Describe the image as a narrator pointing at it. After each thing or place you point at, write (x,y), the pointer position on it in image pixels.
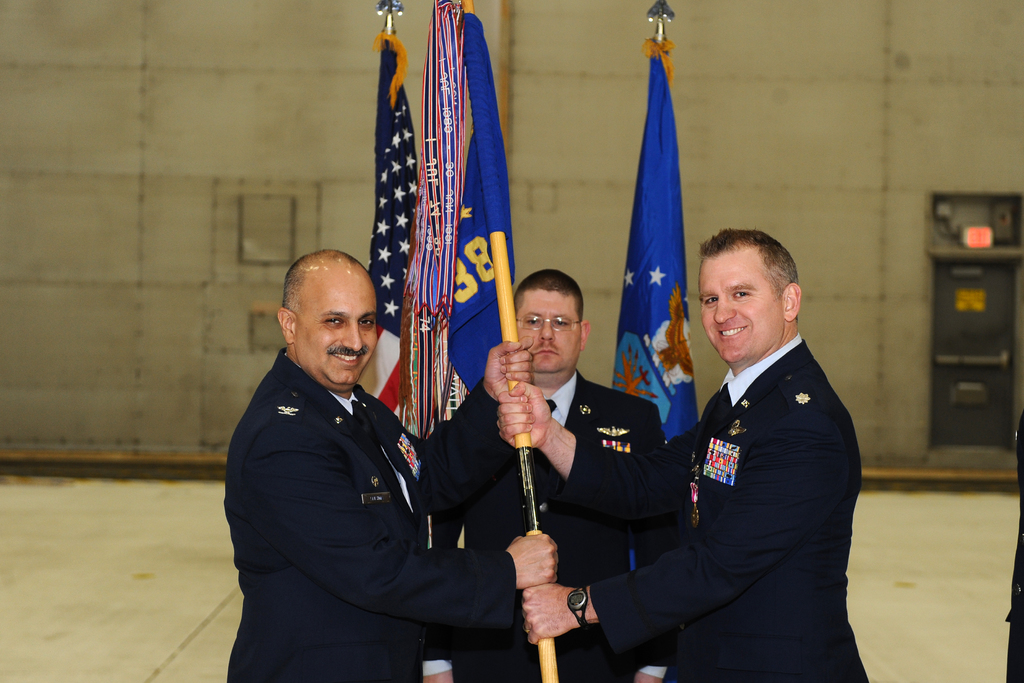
In this image there are three men (608,435) in the middle (439,437). There are two men (754,434) who are holding the flag (482,315) with their hands (499,383). In the background (671,123) there are two other flags (654,98). Behind the flags (658,115) there's a wall (826,91). On the right side (957,305) there is a door (955,329) to the wall (946,191).
